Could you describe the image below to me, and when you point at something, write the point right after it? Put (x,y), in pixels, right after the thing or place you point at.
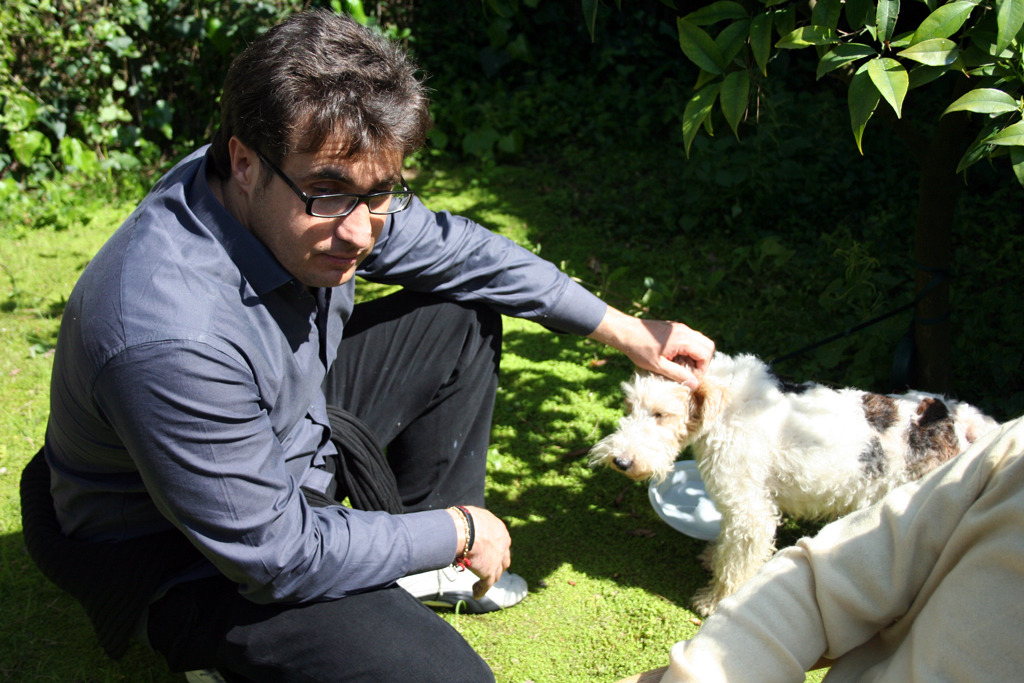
The person (240,364) wearing blue dress (231,381) is sitting on his legs (444,461) and placed his hand (697,347) on a dog (771,407) in front of him and there is another person (931,572) in the right corner (929,640) and the ground (591,531) is greenery (610,538) and there are trees (699,55) around him.
